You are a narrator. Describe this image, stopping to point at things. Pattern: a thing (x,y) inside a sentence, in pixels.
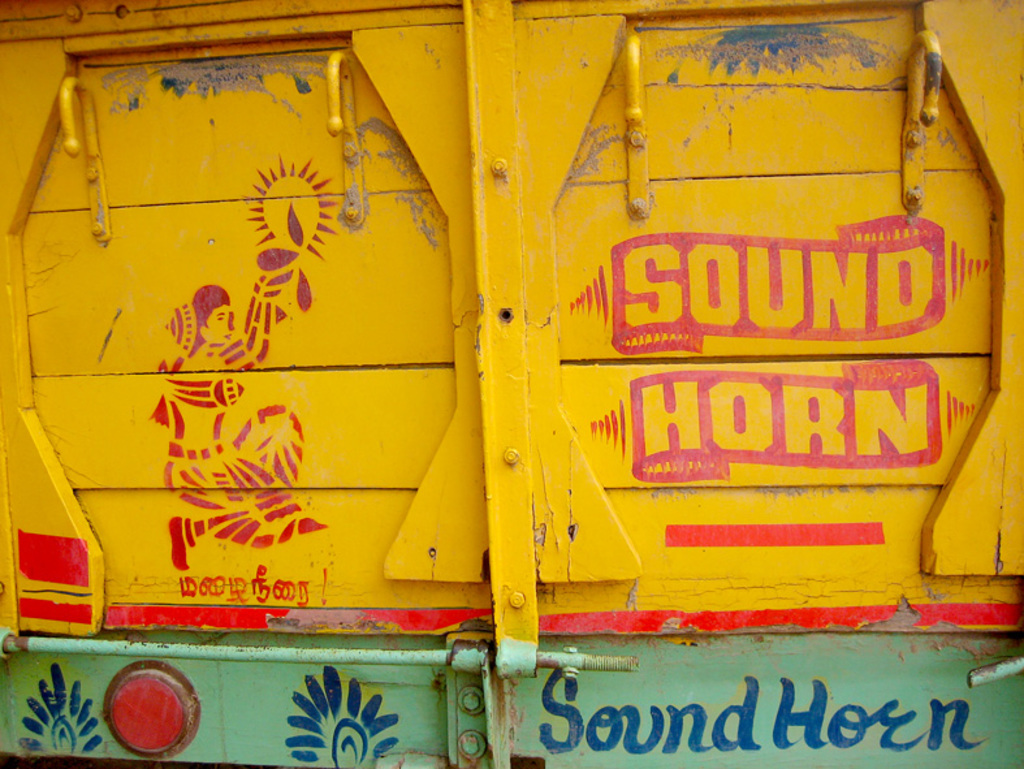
In this picture we can see the painting (303,704) and some information (862,711) on the wooden surface (957,308). We can see the hooks (72,118), bolt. This looks like the partial part of a vehicle (468,650).
